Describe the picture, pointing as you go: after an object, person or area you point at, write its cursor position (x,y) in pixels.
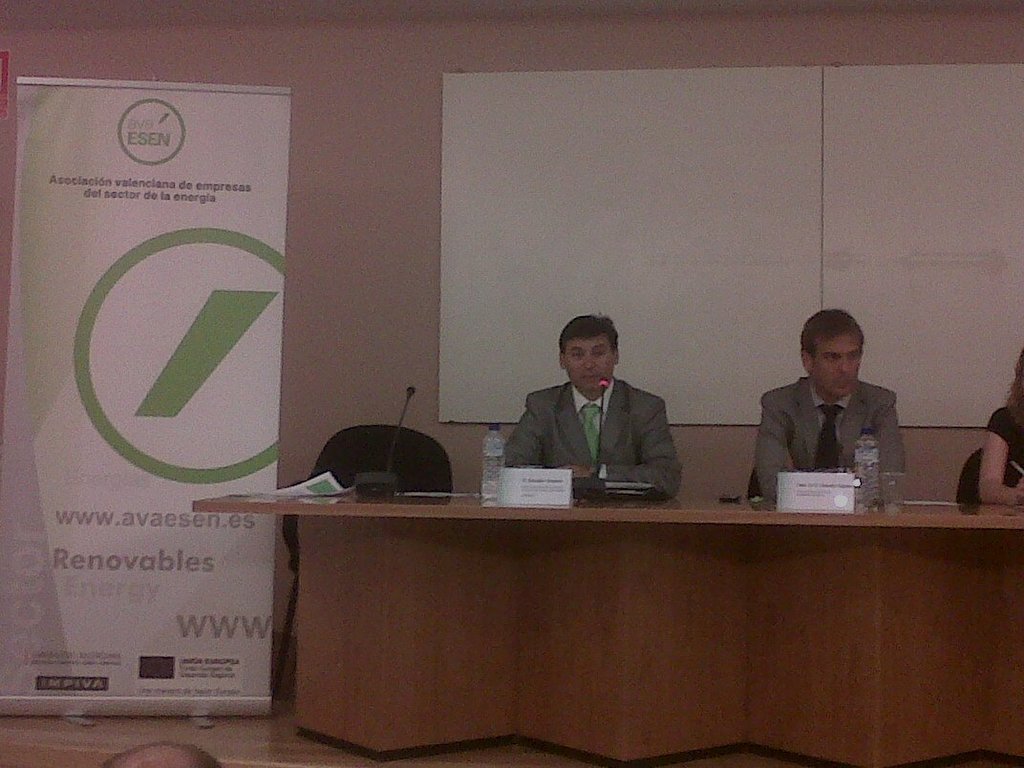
In this image there are three persons (628,419) who are sitting on the table (751,529) at the foreground of the image (519,478) there is a table (668,497) on which there are microphones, water bottles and name boards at the left side of the image (146,456) there is a banner (180,320) and at the background of the image (461,252) there is a white color sheet (673,260).
